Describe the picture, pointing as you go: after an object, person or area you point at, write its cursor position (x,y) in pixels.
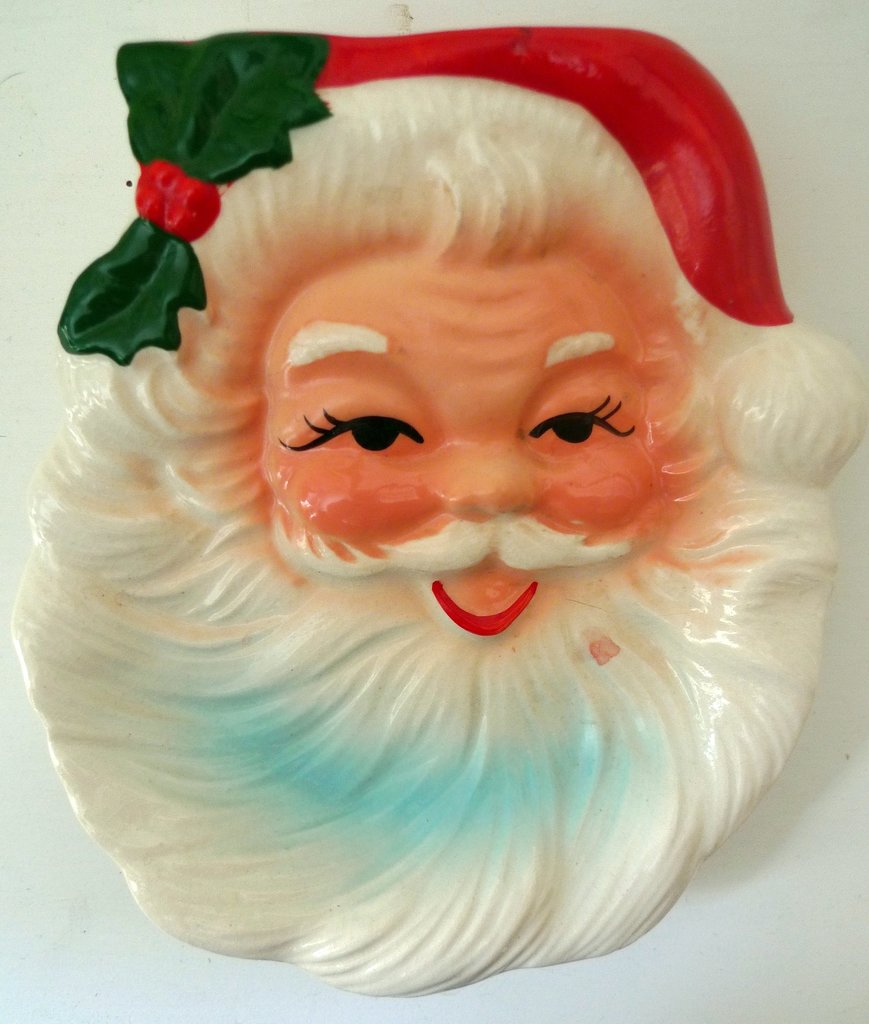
There is a santa claus head (281,617) on a white surface (102,924).
